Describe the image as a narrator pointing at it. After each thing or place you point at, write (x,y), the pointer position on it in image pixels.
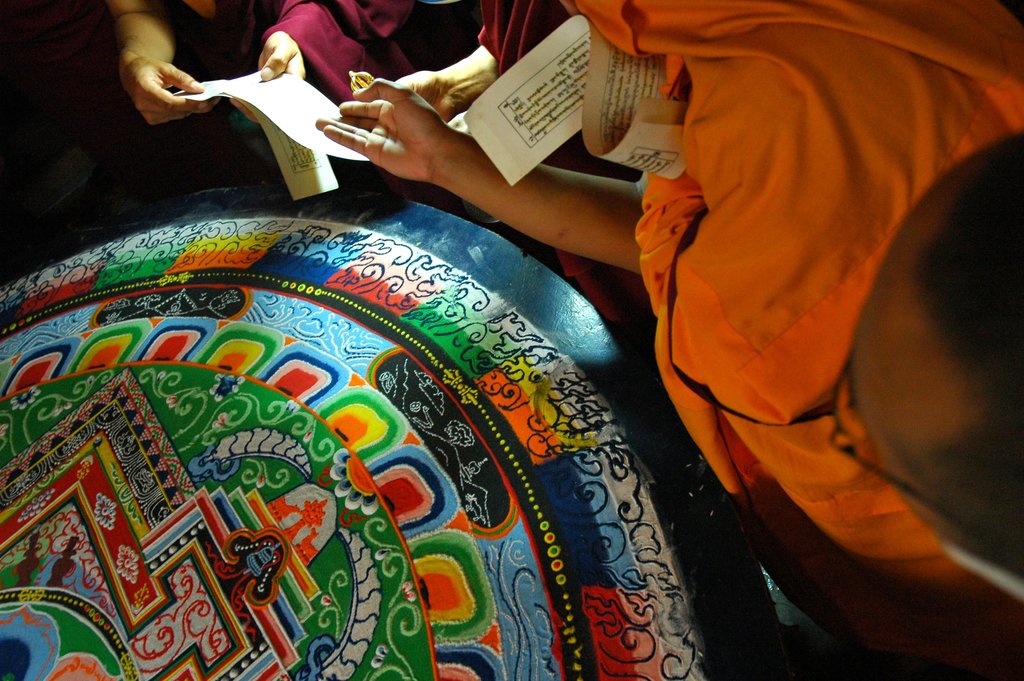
In the bottom left corner of the image (31,636) we can see a table (636,383). At the top of the image (579,226) few people (167,1) are standing and holding some papers (568,69).
